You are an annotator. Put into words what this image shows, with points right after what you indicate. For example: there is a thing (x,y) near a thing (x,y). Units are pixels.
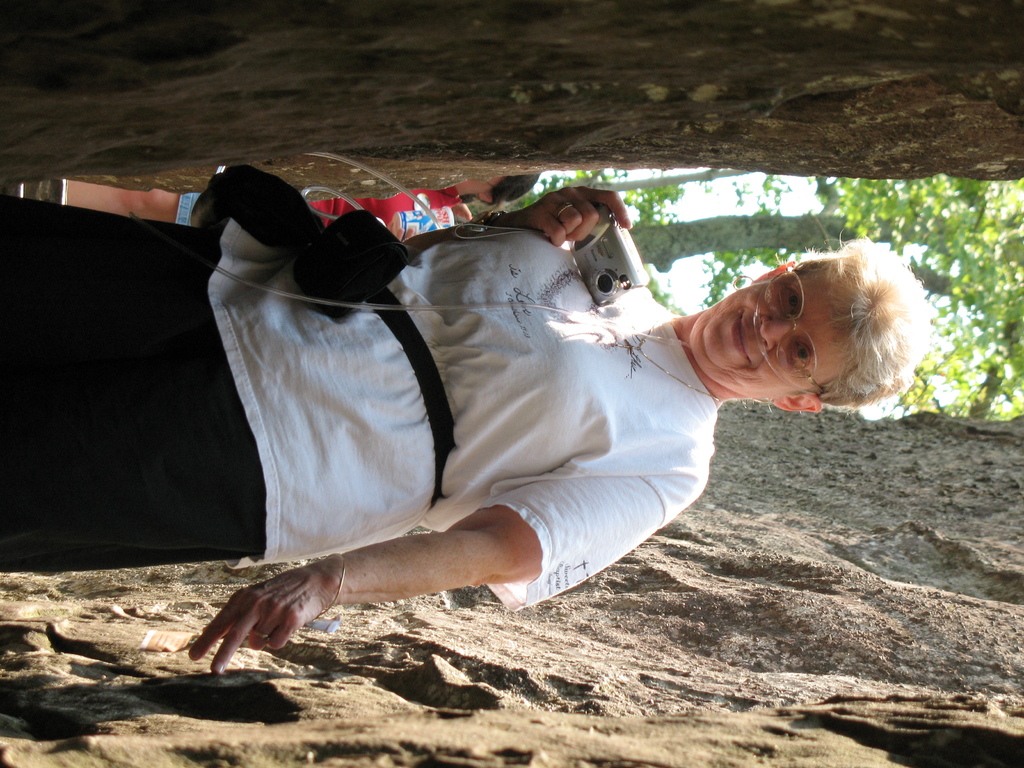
In this picture we can see a woman (490,459) is standing and smiling, she is holding a camera (605,260), in the background (761,213) we can see a tree (890,202) and another person (517,192), at the top (471,68) and at the bottom (366,641) we can see rocks (606,96), we can also see the sky (726,197) in the background (751,183).
